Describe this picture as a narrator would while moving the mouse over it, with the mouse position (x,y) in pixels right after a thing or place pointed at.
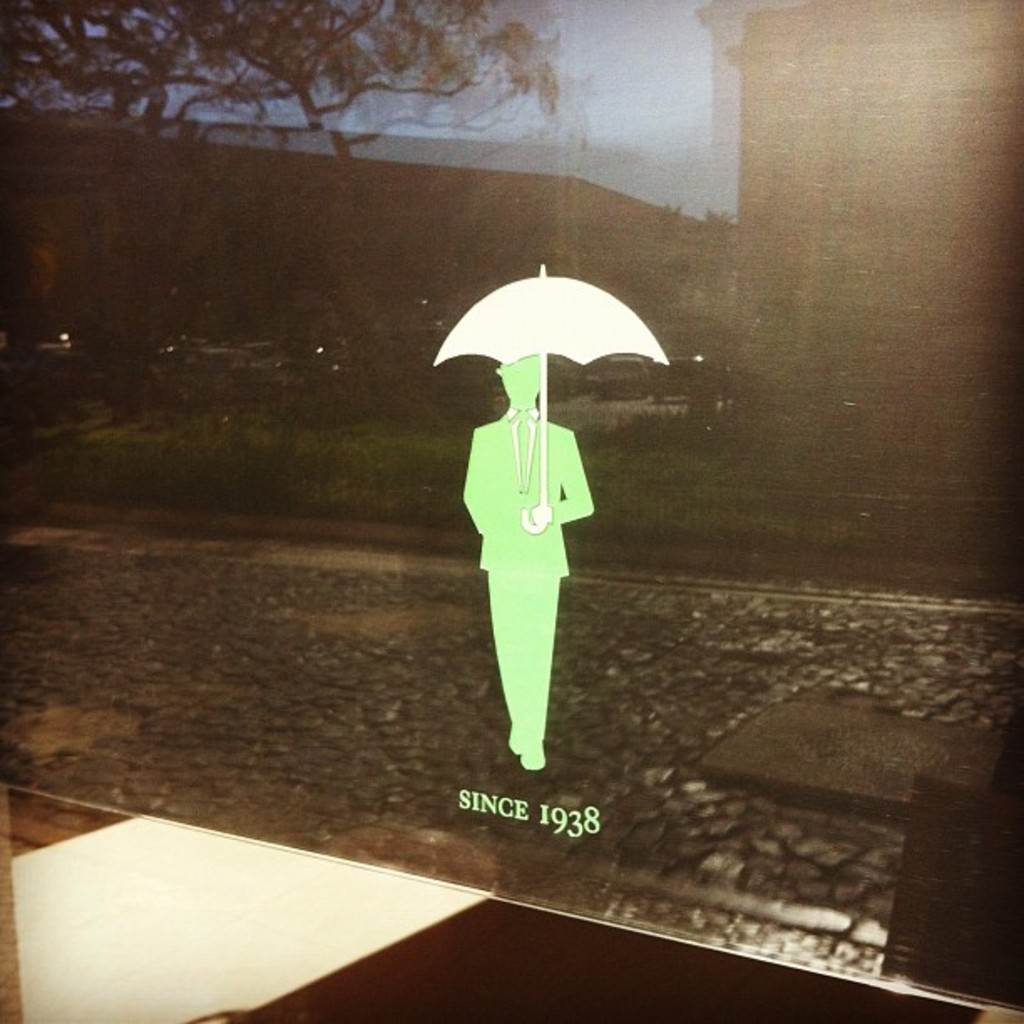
There is an animated image of a person (513,524) holding an umbrella (530,344) in the middle of this image (543,535). There are some trees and vehicles (638,385) in the background (221,358).
